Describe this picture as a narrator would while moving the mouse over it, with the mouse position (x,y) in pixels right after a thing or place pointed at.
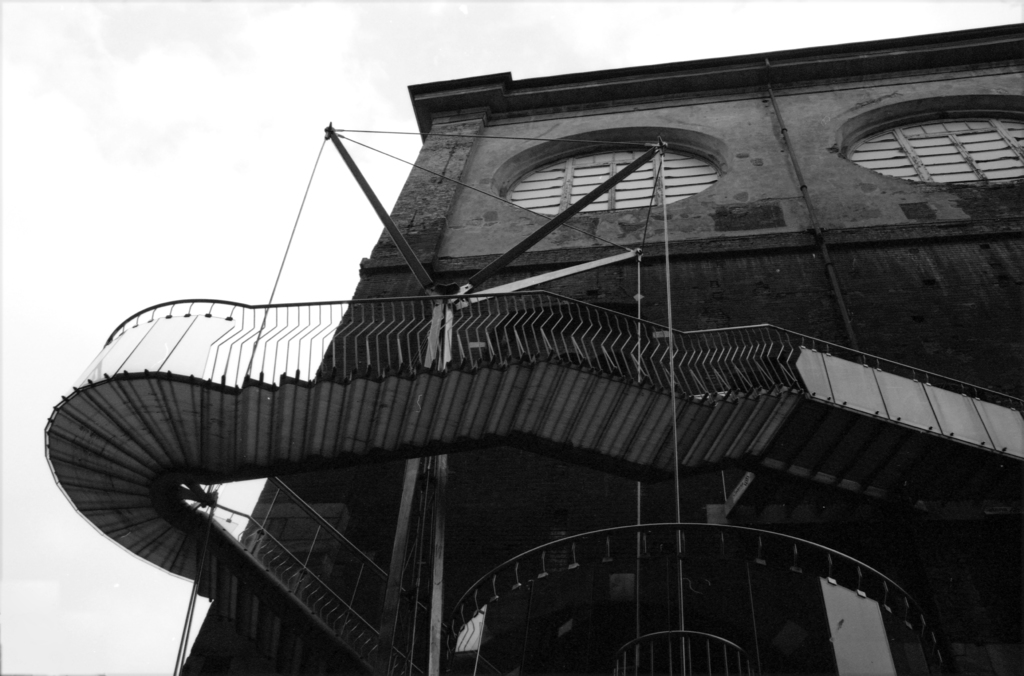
In this image we can see the stairs (454,392) and metal railing (750,373), beside that we can see the building (838,177) and windows (931,176), near that we can see pipeline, at the top (257,112) we can see the sky (188,92).
